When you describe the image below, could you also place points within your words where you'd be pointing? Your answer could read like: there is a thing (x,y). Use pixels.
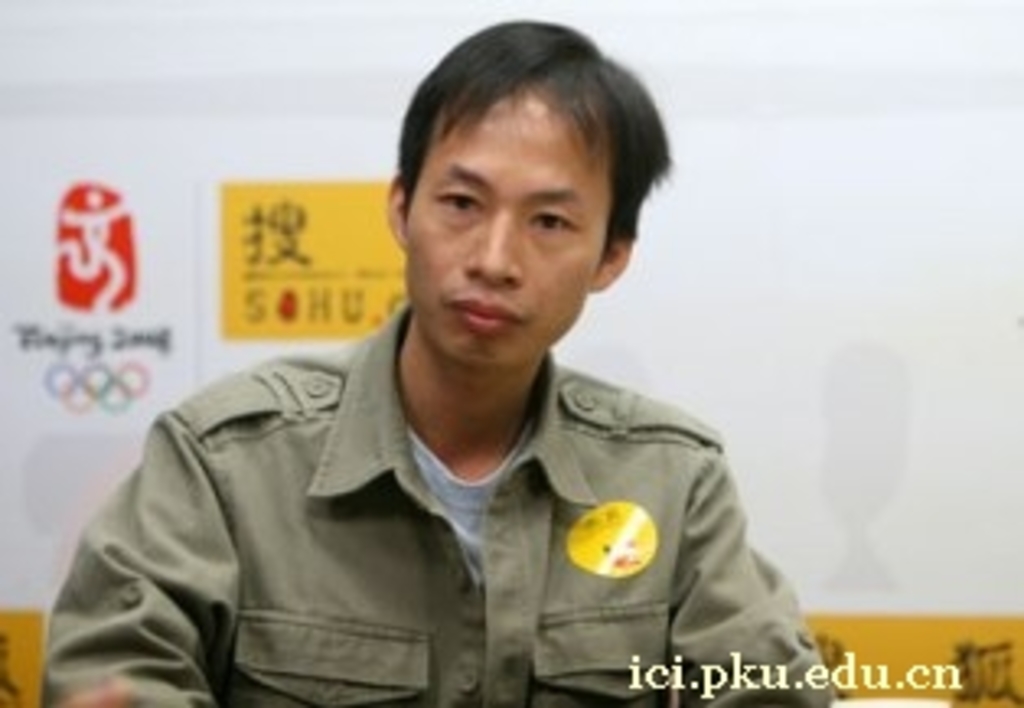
In this picture I can see a man (509,467) seated and I can see few logos (220,284) in the back (238,227) and I can see text (662,666) at the bottom right corner of the picture (900,682).
